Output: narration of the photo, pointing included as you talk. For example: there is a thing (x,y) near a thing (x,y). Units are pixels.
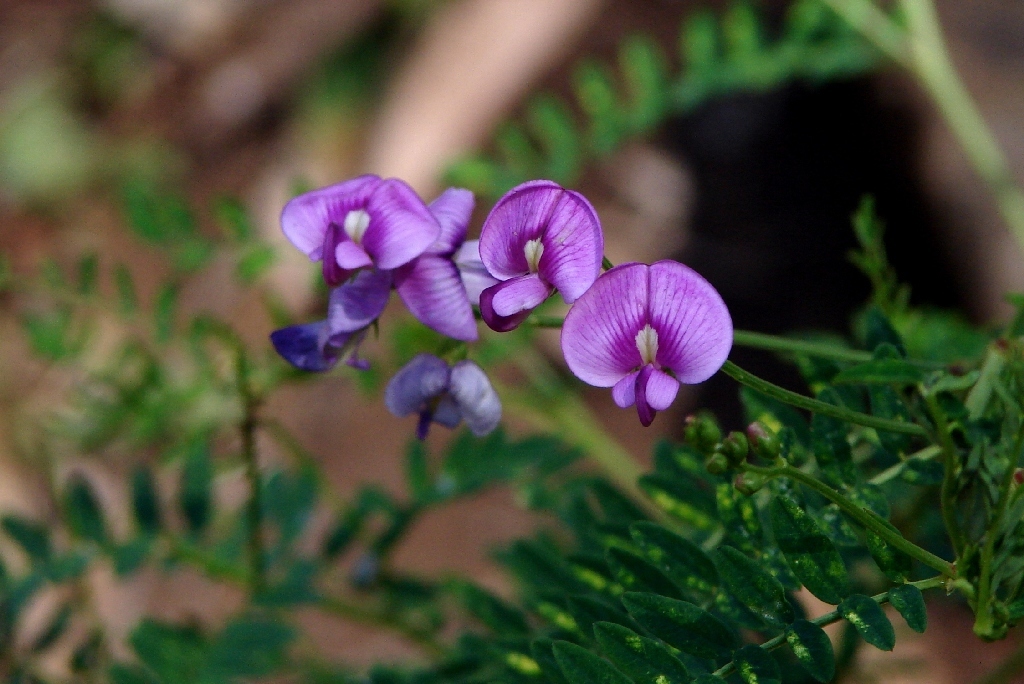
In this picture we can see leaves (782,505), buds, flowers (619,351) and stems (987,595). In the background of the image (529,110) it is blurry.
